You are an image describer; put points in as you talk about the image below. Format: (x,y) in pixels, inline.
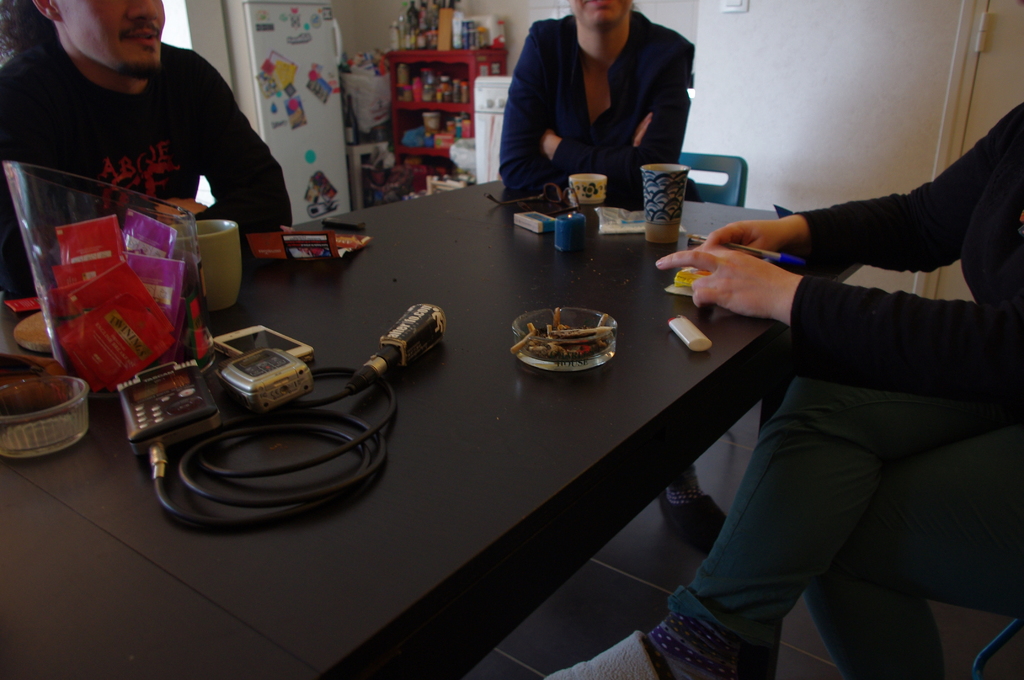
In this image we can see ashtrays (539,359), cups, spectacles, mobile phone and a few more objects (74,423) are kept on the table (251,441) and we can see these people (629,65) are sitting on the chairs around the table (663,248). In the background (316,47), we can see the refrigerator (311,95), cupboards (438,113) in which we can see many things (459,111) are kept, we can see the stove (478,143) and the wall (730,40).
